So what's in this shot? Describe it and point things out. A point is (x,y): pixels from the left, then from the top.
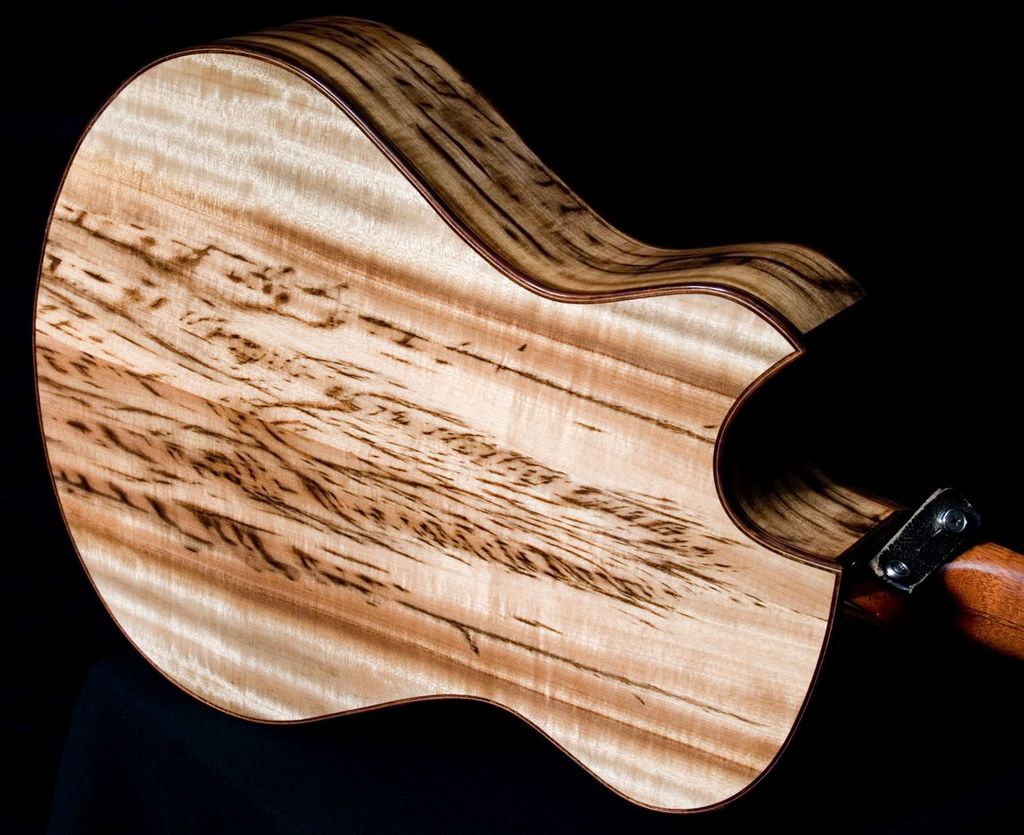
In this image i can see a guitar (280,349).
